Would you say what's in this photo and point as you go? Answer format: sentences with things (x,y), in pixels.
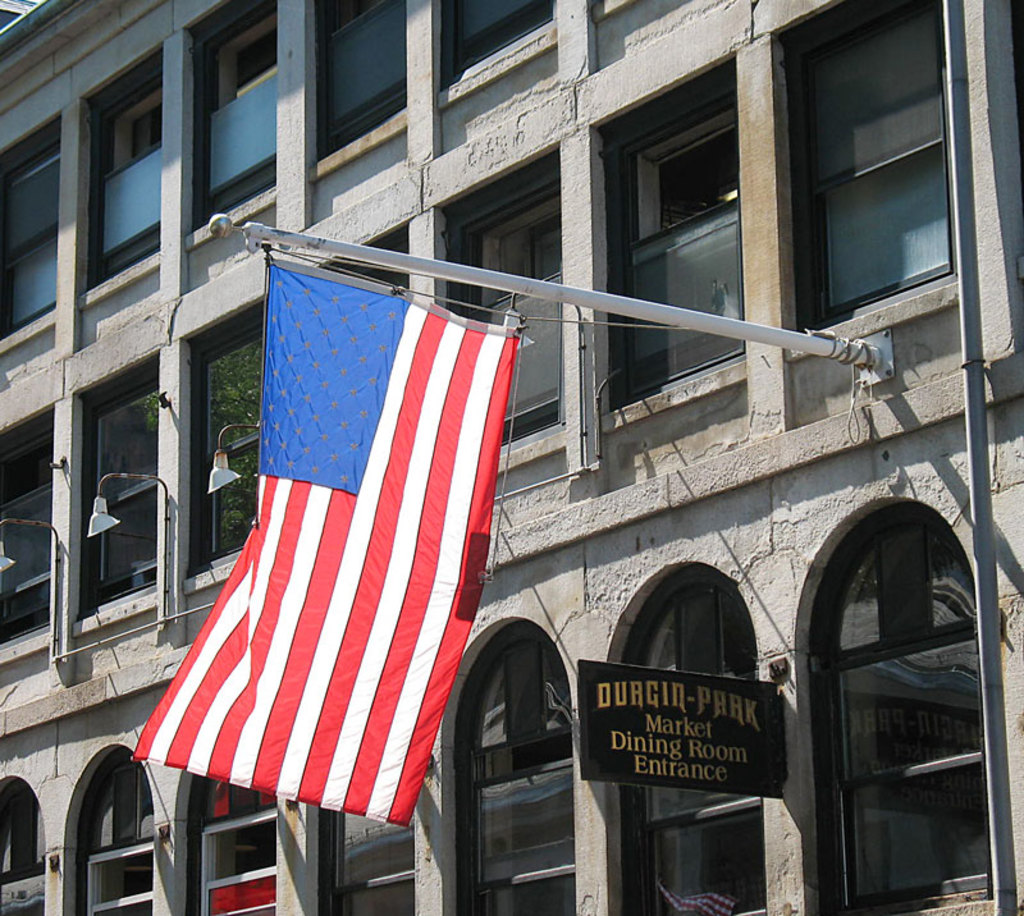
In this image I can see a building (278,136), number of windows (43,433), few lights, few poles (742,335), a board (606,662), a flag (310,284) and here on this board (715,780) I can see something is written.
